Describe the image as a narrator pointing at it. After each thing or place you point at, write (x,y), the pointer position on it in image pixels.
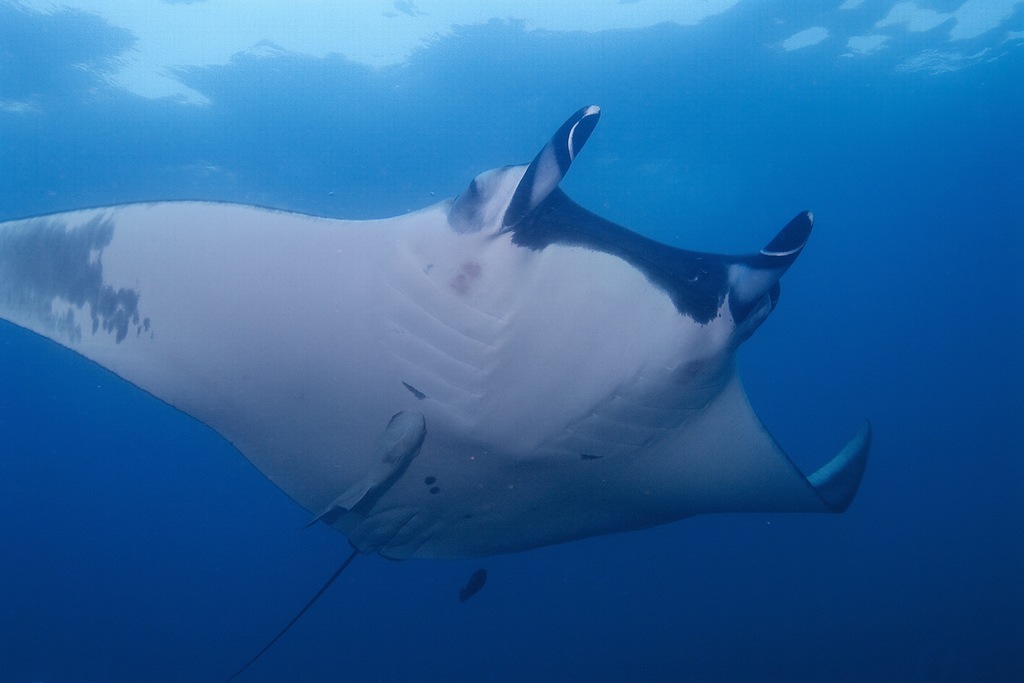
In the image there is a fish (447,329) swimming under the water (412,204).
